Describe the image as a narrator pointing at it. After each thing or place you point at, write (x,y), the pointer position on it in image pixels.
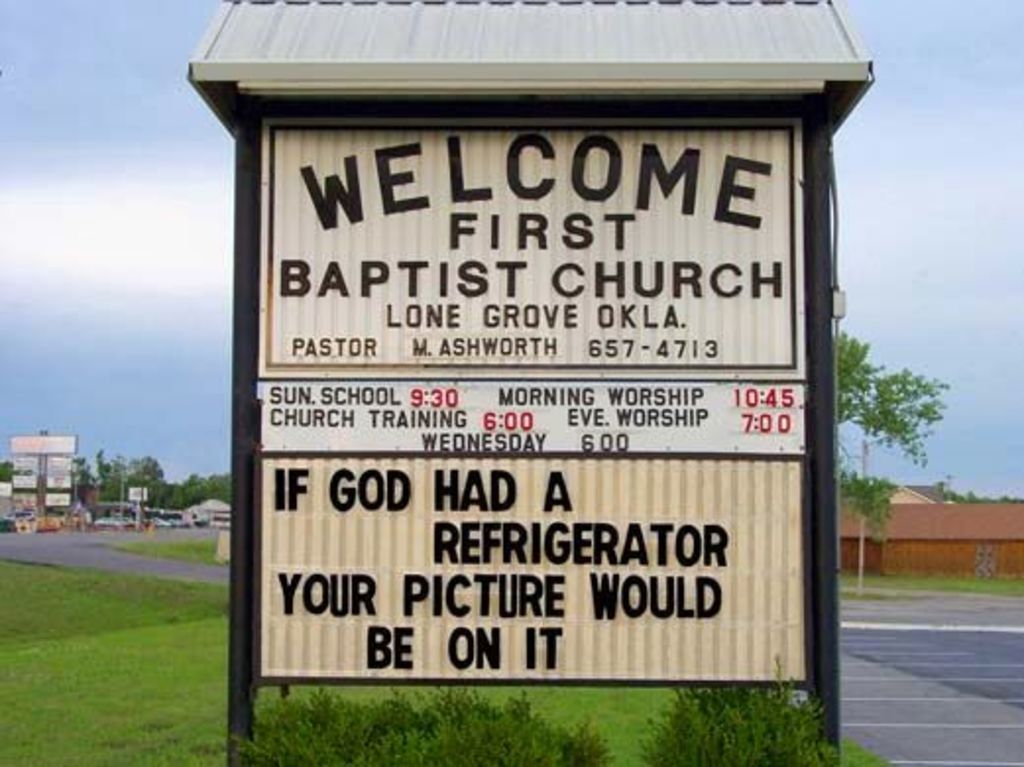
This image is clicked on the road (875,744). In the foreground (770,107) there is a board (518,565). There is text (528,448) on the board (523,538). To the right (929,672) there is a road (900,653). There are plants (495,725) and grass (128,694) on the ground (89,652). In the background (960,529) there are houses (928,523) and trees (139,477). There are boards (47,468) to a pole (43,482). At the top (949,142) there is the sky (943,238).
